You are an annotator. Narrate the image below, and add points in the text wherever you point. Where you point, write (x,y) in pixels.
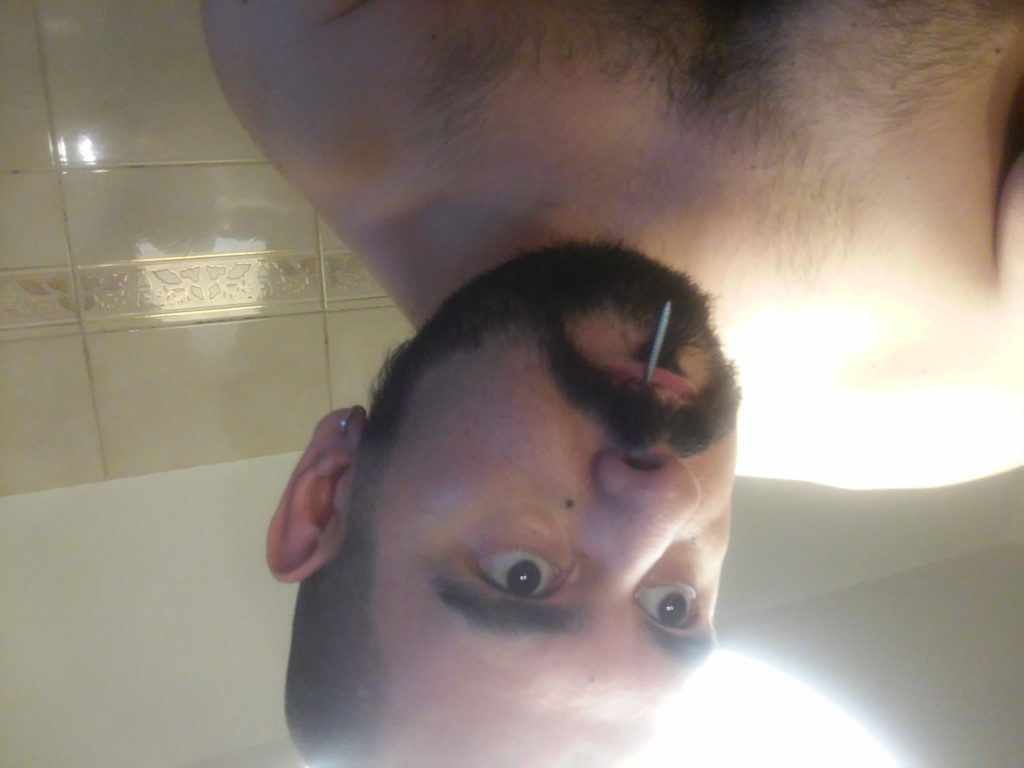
In this image we can see a man (634,465) holding a nail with his mouth (637,380).
